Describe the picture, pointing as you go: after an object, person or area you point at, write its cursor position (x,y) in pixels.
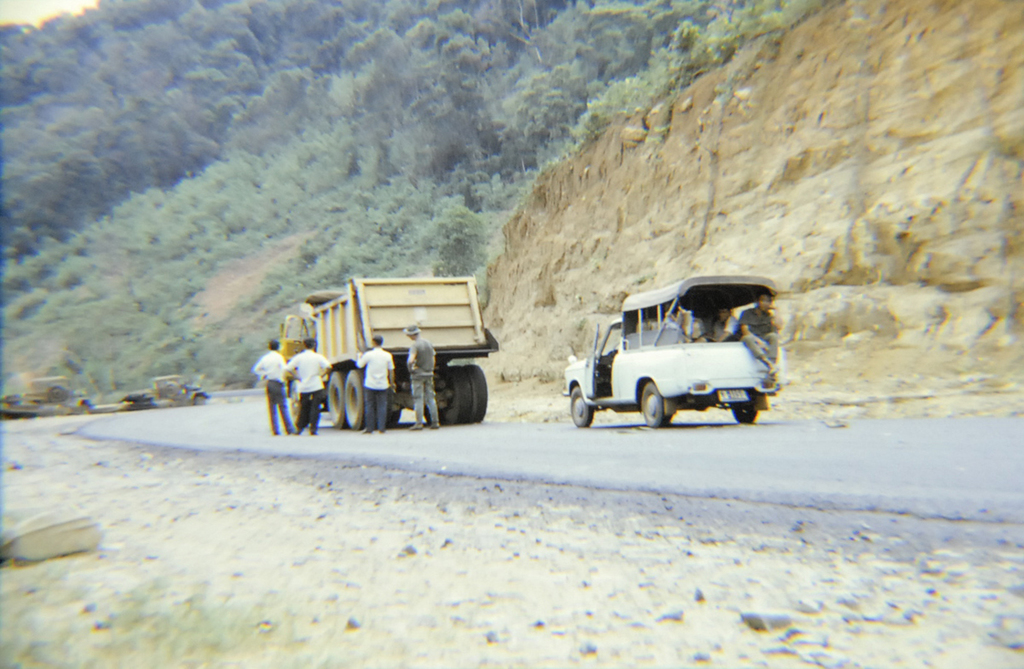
In this image we can see some vehicles (440,348) on the road (822,438). We can also see some people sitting inside a jeep (651,398) and some are standing on the road (615,451). We can also see some stones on the ground (245,549) and a group of trees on the hill (542,334).
